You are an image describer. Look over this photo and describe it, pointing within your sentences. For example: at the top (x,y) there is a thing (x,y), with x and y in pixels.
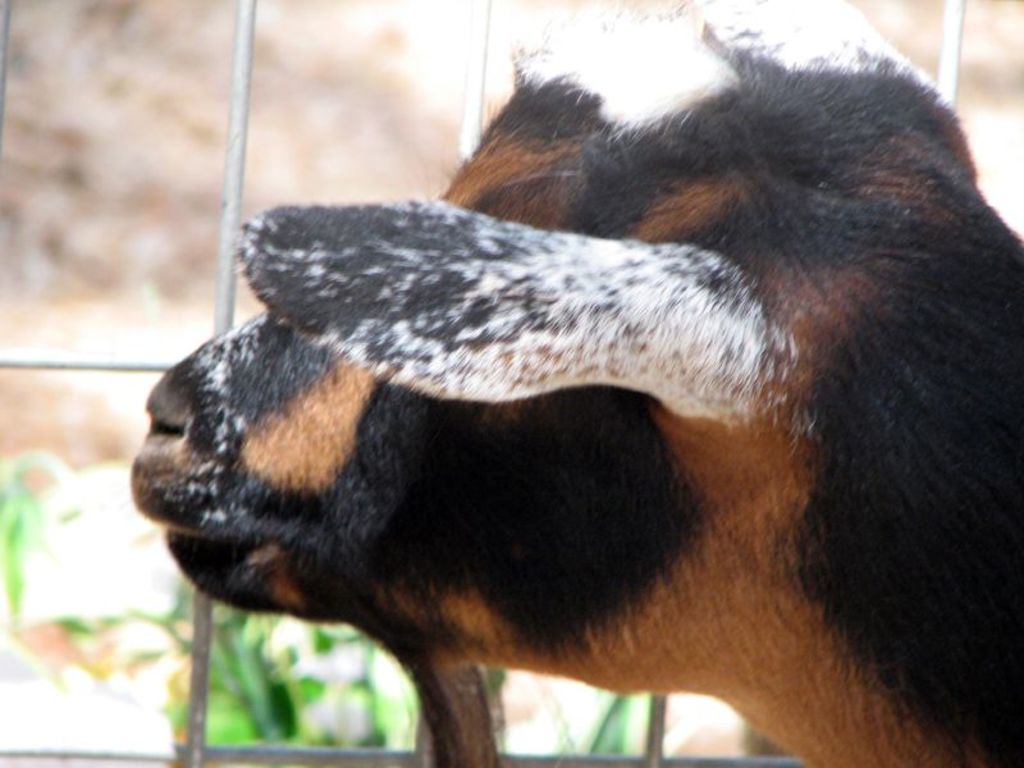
Here I can see an animal (622,562) which is looking at the back side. In front of this there is a metal frame (53,364). Behind the frame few leaves (275,691) are visible. The background (390,56) is blurred.
